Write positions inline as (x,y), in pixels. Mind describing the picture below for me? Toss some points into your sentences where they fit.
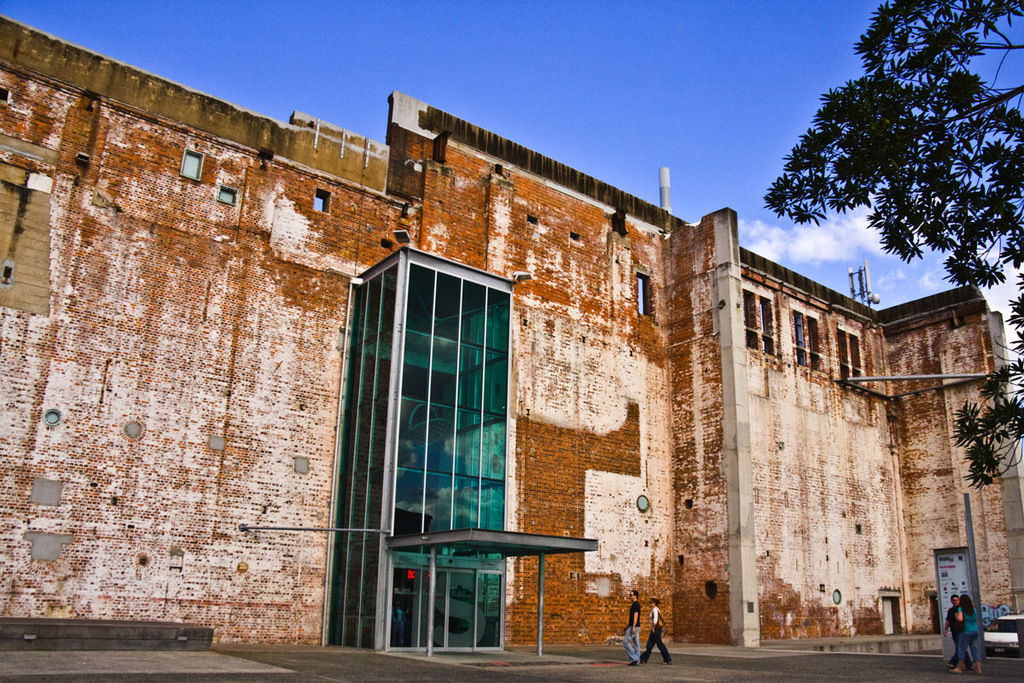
In the picture I can see a building (697,567), people (951,640) walking on the ground (713,666) and vehicle (1002,636) on the ground (971,677). In the background (776,256) I can see a tree (954,216), a tower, the sky (618,174) and some other objects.
